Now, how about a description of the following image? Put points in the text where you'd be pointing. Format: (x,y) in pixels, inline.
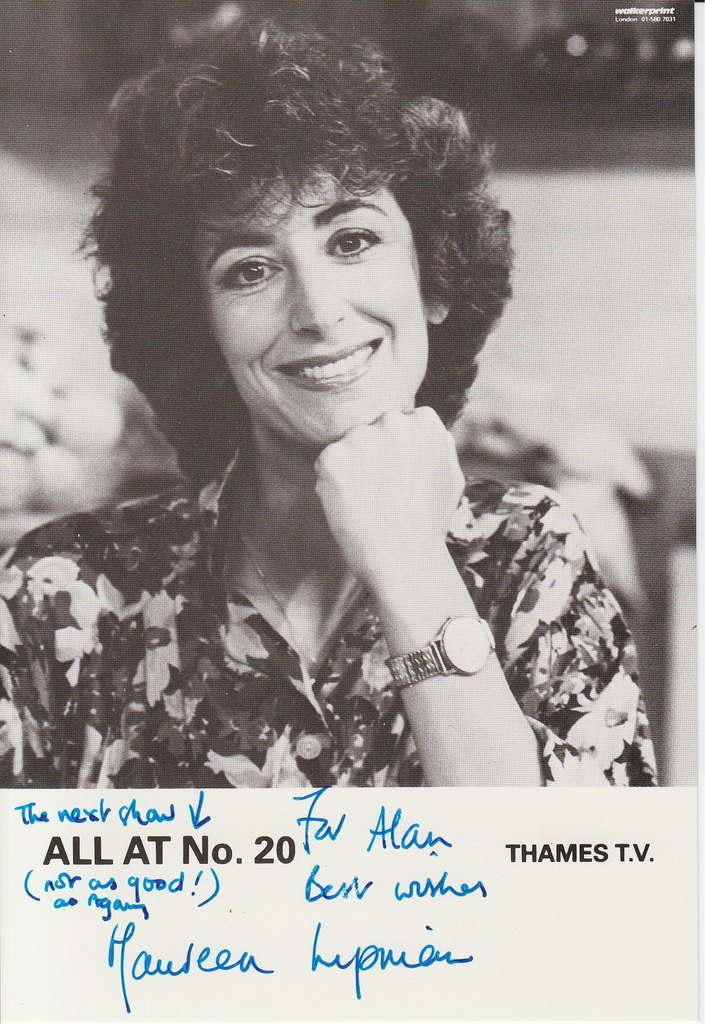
Here I can see a black and white photograph of a woman (347,454). She is smiling and giving pose for the picture. There is a watch (433,647) to her left hand (429,571). The background (547,92) is blurred. At the bottom of this photograph (262,842) there is some text (540,852).
